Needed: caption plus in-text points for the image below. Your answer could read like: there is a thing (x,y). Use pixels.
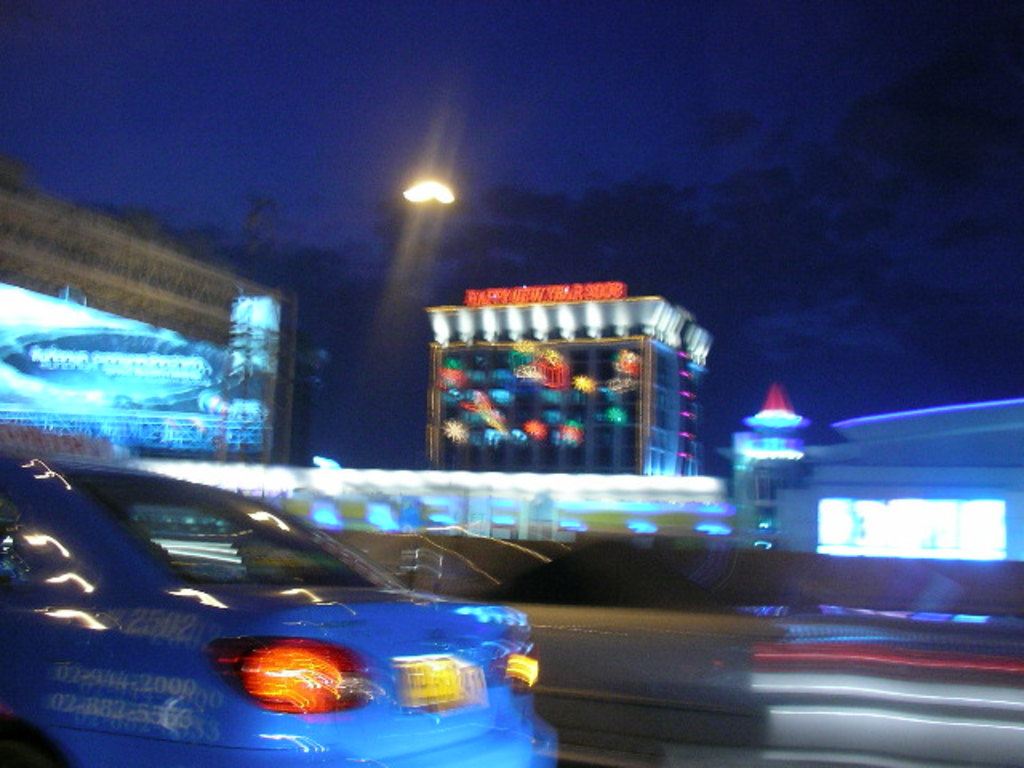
In the image there are cars (515,679) going on the road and in the back (630,400) there are buildings (633,400) with lights (628,385) all over it and above its sky (607,117) with clouds (661,237), this is clicked at night time.
